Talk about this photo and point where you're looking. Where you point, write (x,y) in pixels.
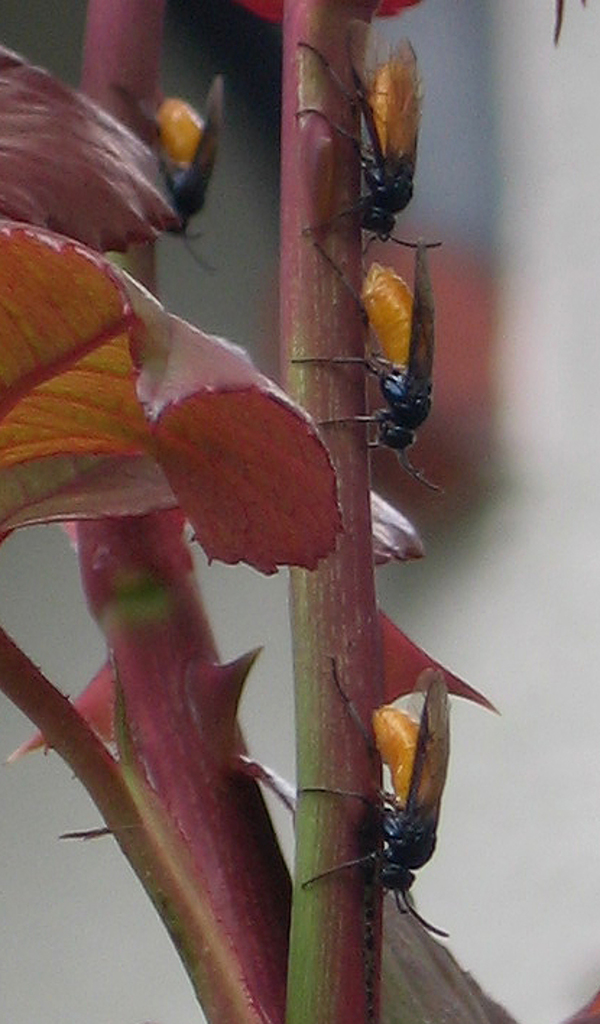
In the picture I can see tree (266,538) with leaves (198,443). On the tree (359,427) we see some insects (395,318). The background of the image (529,103) is blurred.
